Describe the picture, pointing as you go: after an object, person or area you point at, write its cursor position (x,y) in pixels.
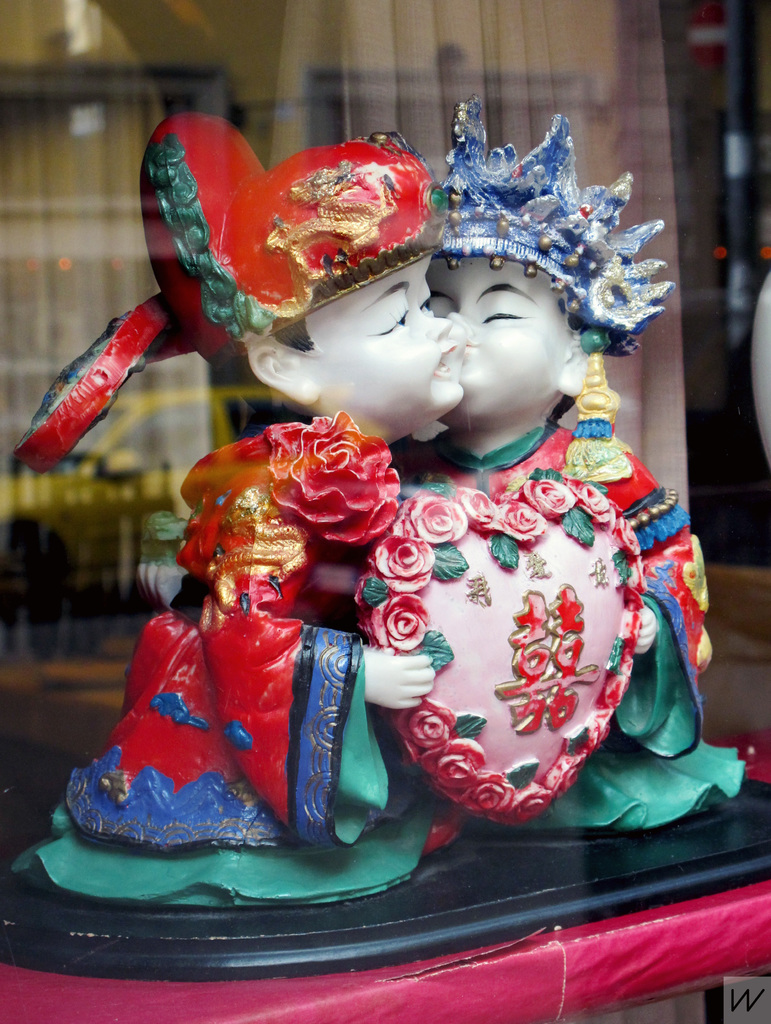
In this image we can see a statue (504,782) which is placed on the surface (620,983). On the backside (620,367) we can see a glass window (735,409) and the curtains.
